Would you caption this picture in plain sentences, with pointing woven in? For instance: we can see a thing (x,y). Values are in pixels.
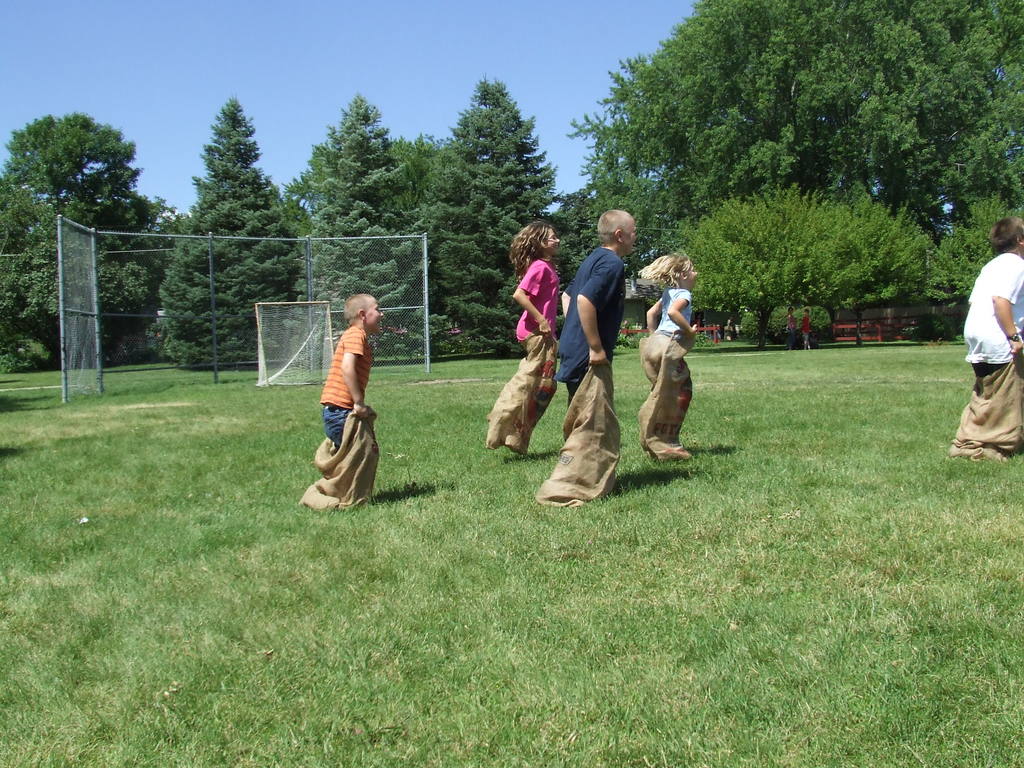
In this image can see an open grass ground (729,445) and on it I can see few children (609,302) are doing sack race. In the background (335,329) I can see few poles (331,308), number of trees (465,243), few people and the sky (251,100).
